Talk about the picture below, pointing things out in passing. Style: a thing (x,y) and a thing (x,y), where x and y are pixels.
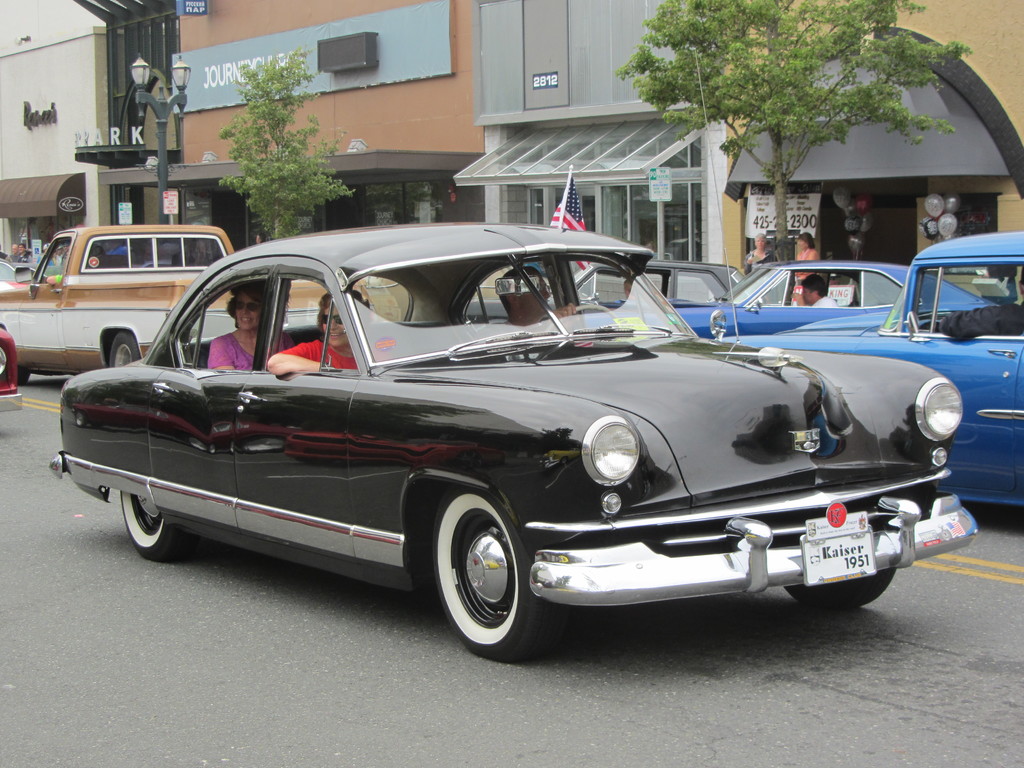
In this picture we can see vehicles (545,577) on the road (387,630), here we can see people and in the background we can see buildings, trees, lights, flag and some objects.
